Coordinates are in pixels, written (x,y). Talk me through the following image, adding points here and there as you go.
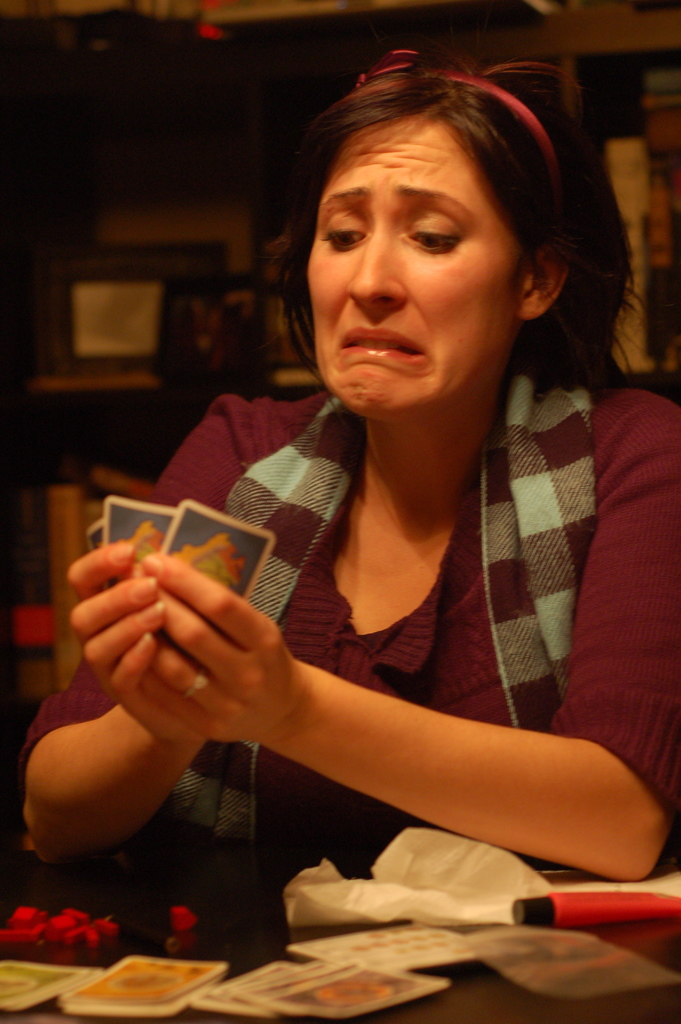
In this picture we can see a woman (464,545) and she is holding cards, in front of her we can see few cards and some objects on the table (670,936) and in the background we can see some objects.
